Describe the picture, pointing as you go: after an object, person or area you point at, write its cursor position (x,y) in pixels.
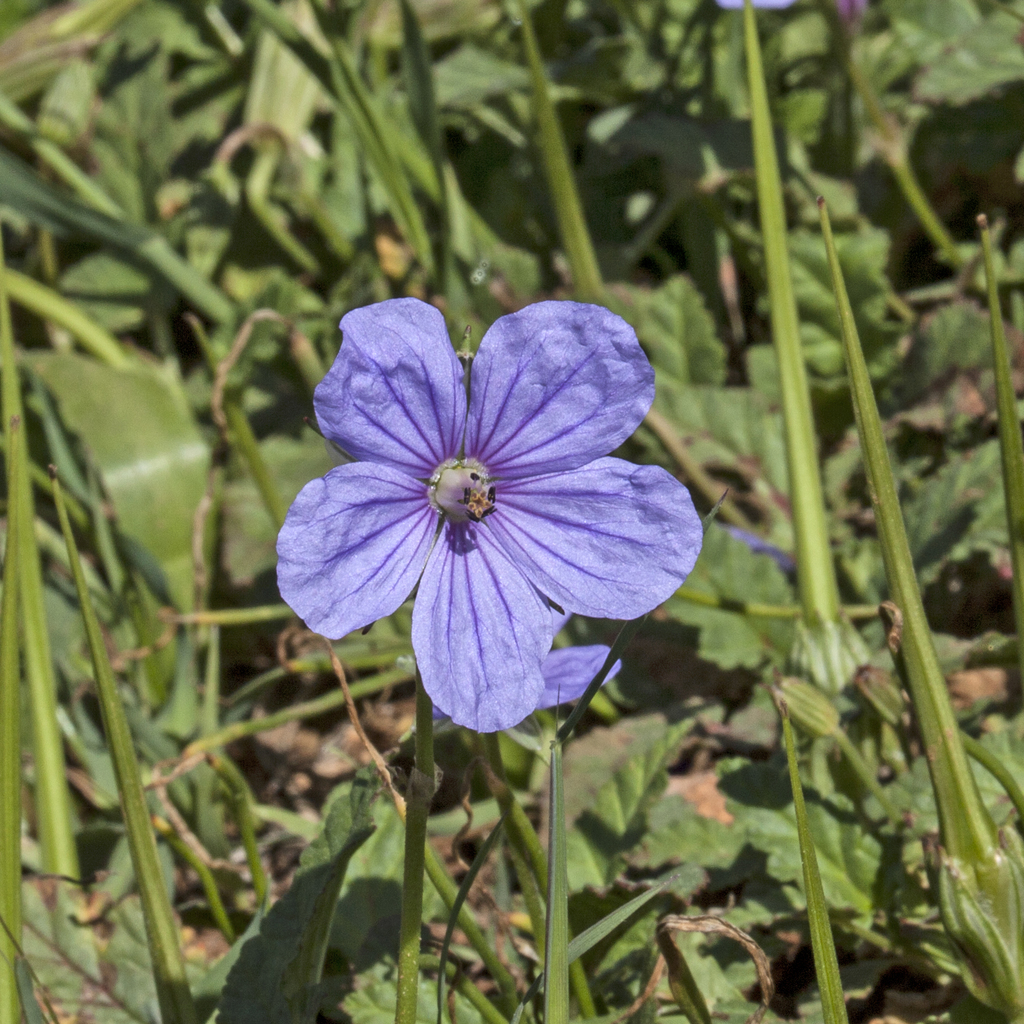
In this image, we can see few flowers (432,573) with plant stems (837,306) and leaves (119,566).
